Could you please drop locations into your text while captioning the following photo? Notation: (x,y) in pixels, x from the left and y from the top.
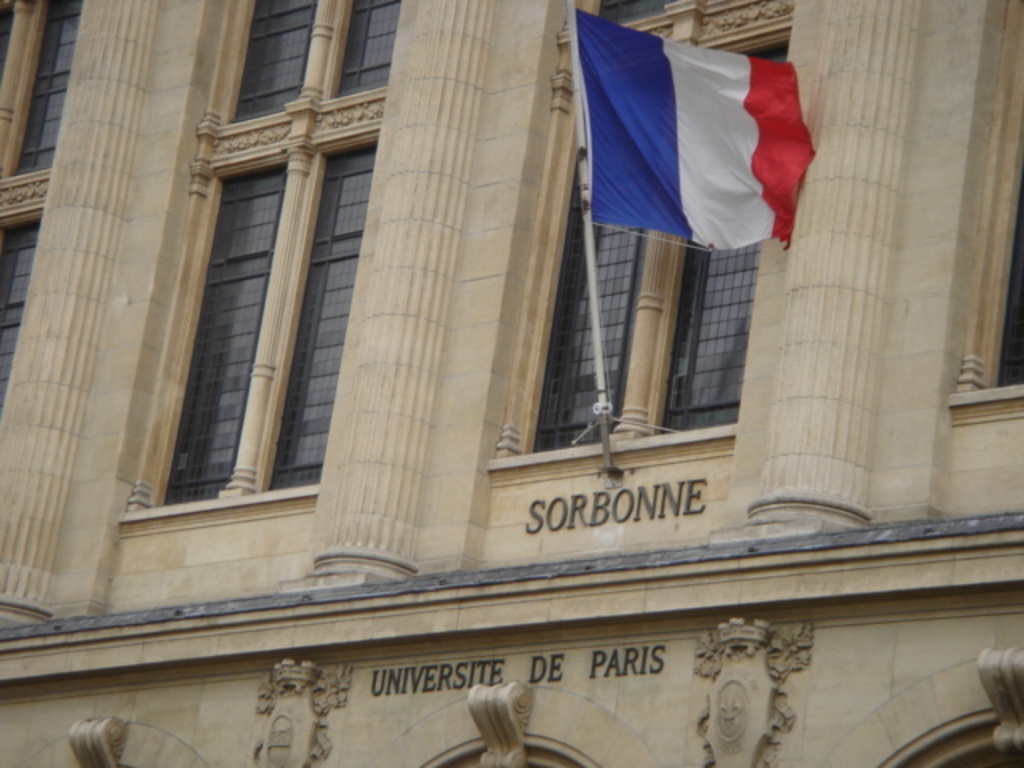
In this image I can see a building (534,366). There is a flag (687,231) with pole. Also there are some words (653,486) on the building (485,615).
